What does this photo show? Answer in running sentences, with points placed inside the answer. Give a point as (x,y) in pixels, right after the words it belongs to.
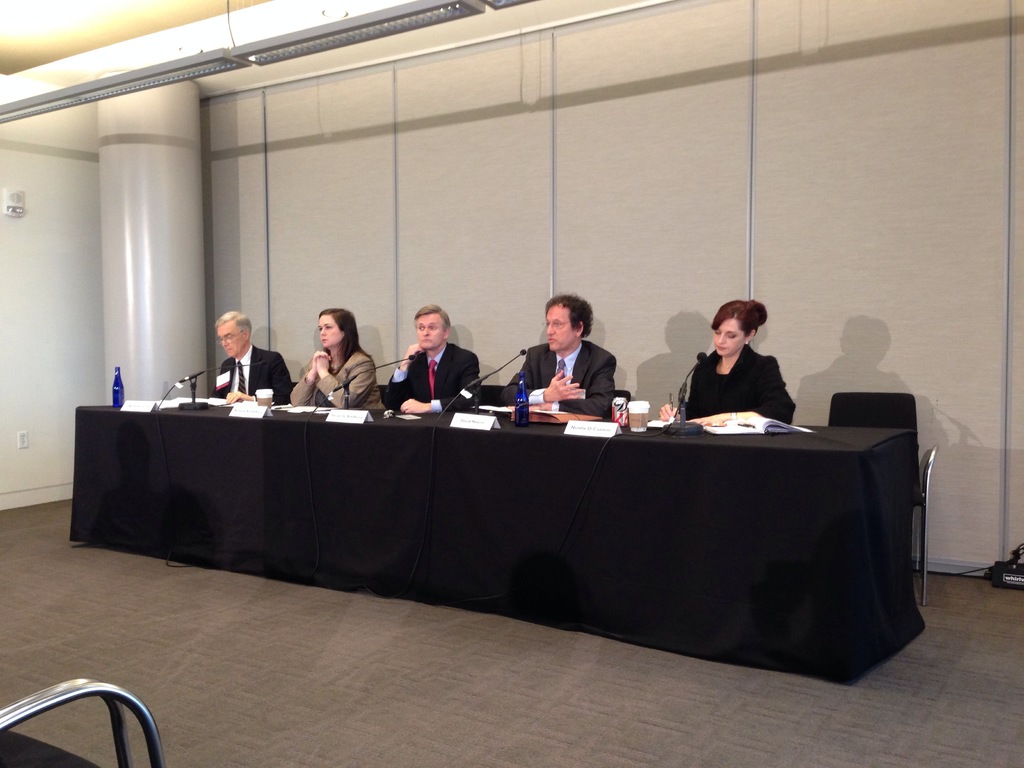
In this picture we can see three men (273,371) and two woman (343,360) sitting on chair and in front of them there is table (426,477) and on table (574,496) we can see bottles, mic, glasses (266,396), name boards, books (727,433) and in background (574,186) we can see wall (768,205), pillar (168,141), lights (183,77).
